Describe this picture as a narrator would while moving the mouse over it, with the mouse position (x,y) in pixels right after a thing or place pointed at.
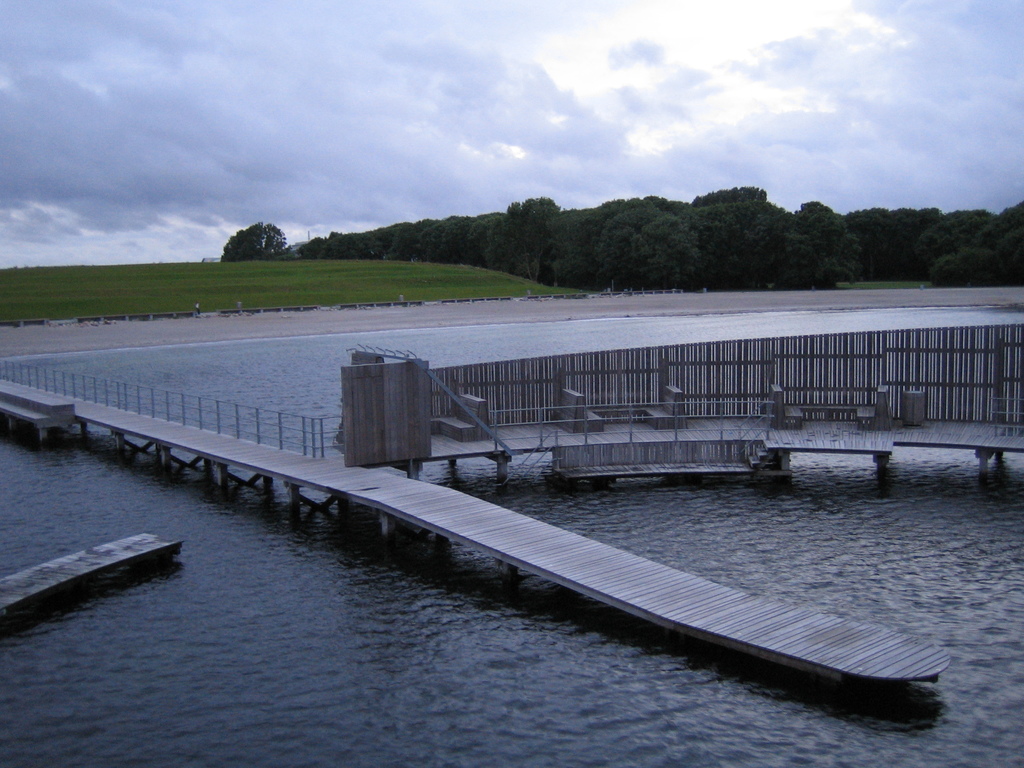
In this image I see the bridge (310,488) and over here I see benches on this platform (547,362) and I see the water (566,492). In the background (61,300) I see the green grass (392,292), trees (484,254) and I see the sky (617,161) which is cloudy.
